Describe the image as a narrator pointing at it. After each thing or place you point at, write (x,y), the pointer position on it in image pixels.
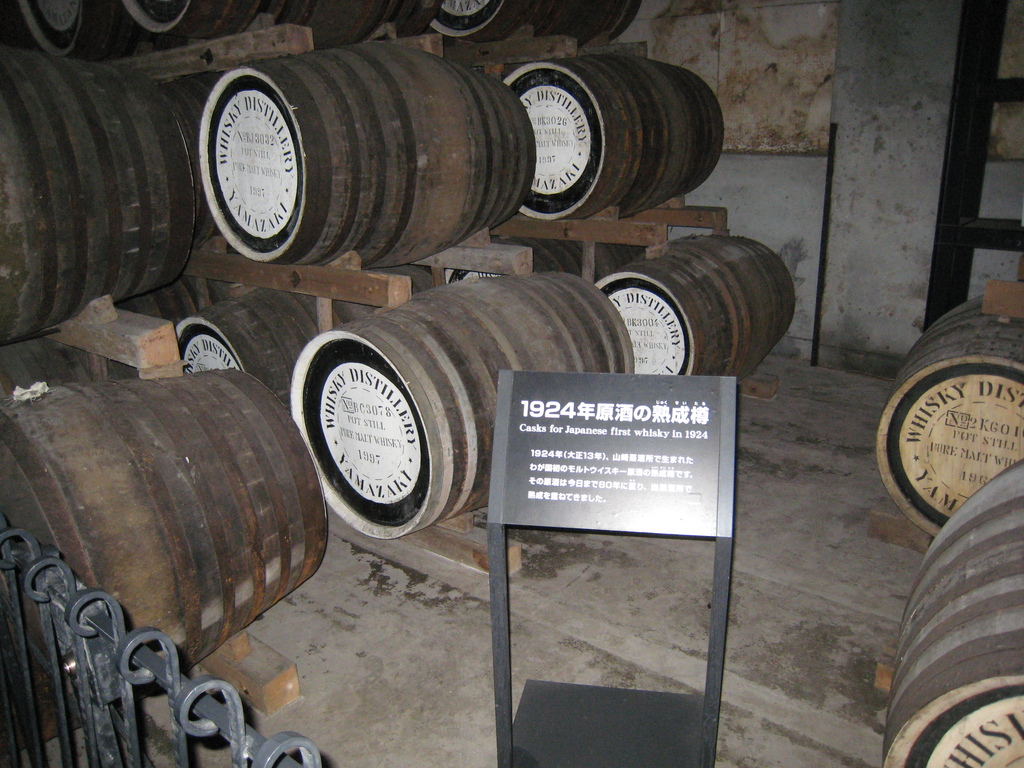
In this image we can see wooden barrels (556,27), fence (74,589) and stand board (582,469) with some text (528,432).
